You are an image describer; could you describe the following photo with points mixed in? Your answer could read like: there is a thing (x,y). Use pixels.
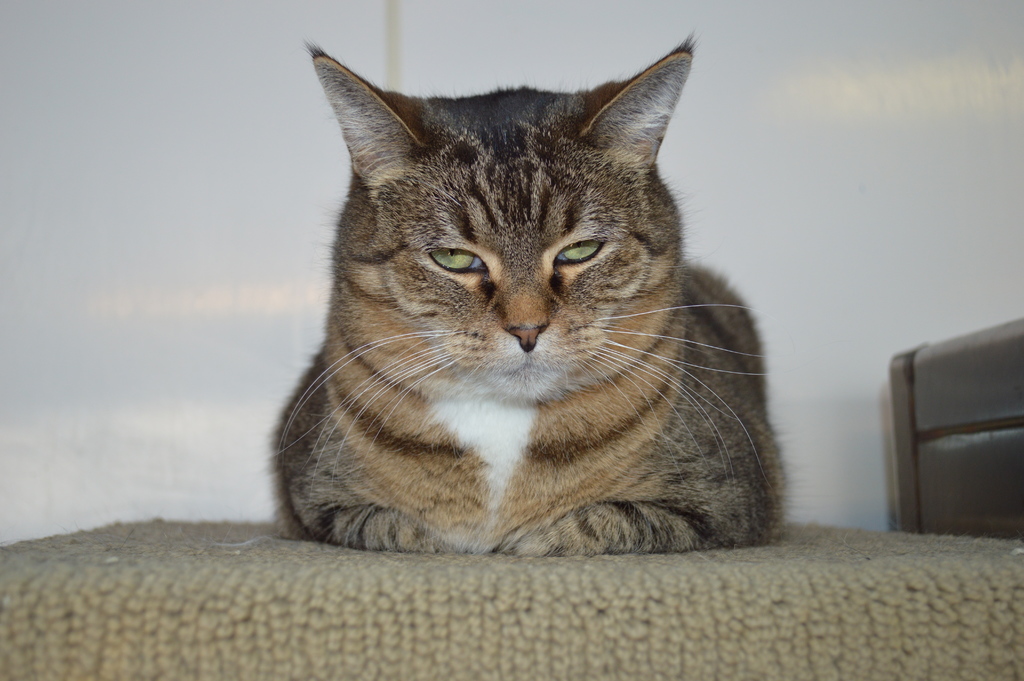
In the picture I can see a cat (580,408) is sitting on a cloth surface (558,618). In the background (786,255) I can see a white color wall (787,364) and some other objects (907,443).
